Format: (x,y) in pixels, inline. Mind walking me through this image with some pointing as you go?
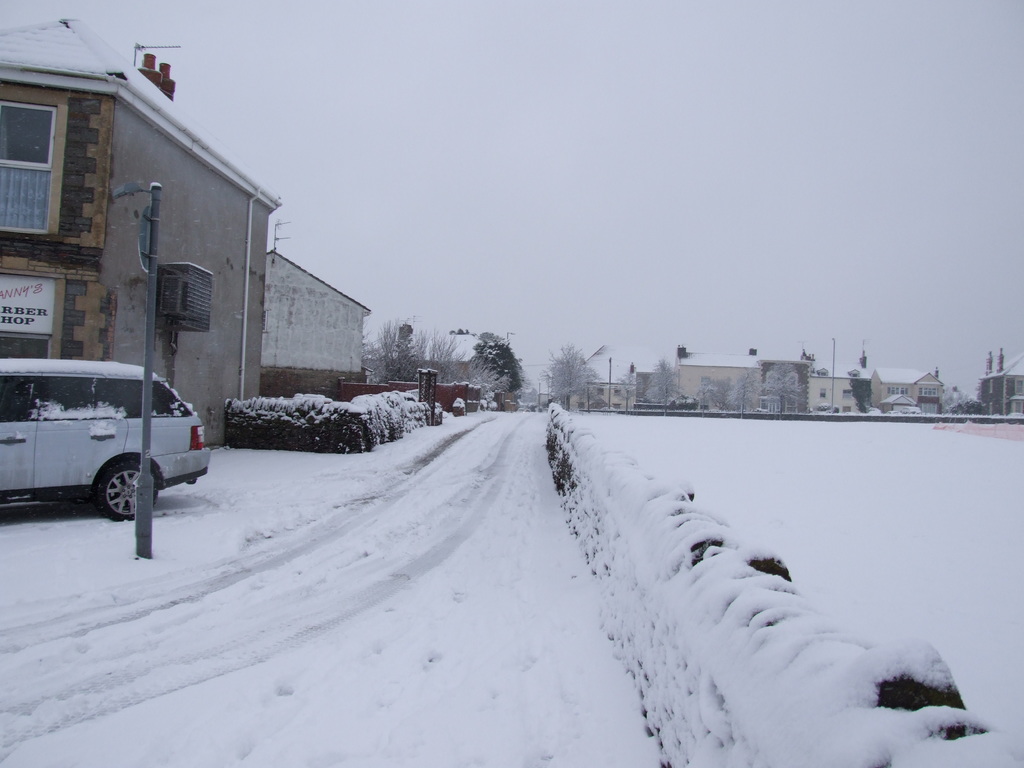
In this image in the front (413,553) there is snow (595,611) on the ground (525,579). On the left side (154,433) there is a pole (138,508), there is a car (161,413) and there are buildings (236,334) and there are plants (367,405). In the background (550,369) there are trees (512,373) and buildings (774,400) and on the top of the buildings (999,383) there is snow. On the left side (34,302) on the building (38,262) there is a board (33,323) with some text (24,293) written on it.
